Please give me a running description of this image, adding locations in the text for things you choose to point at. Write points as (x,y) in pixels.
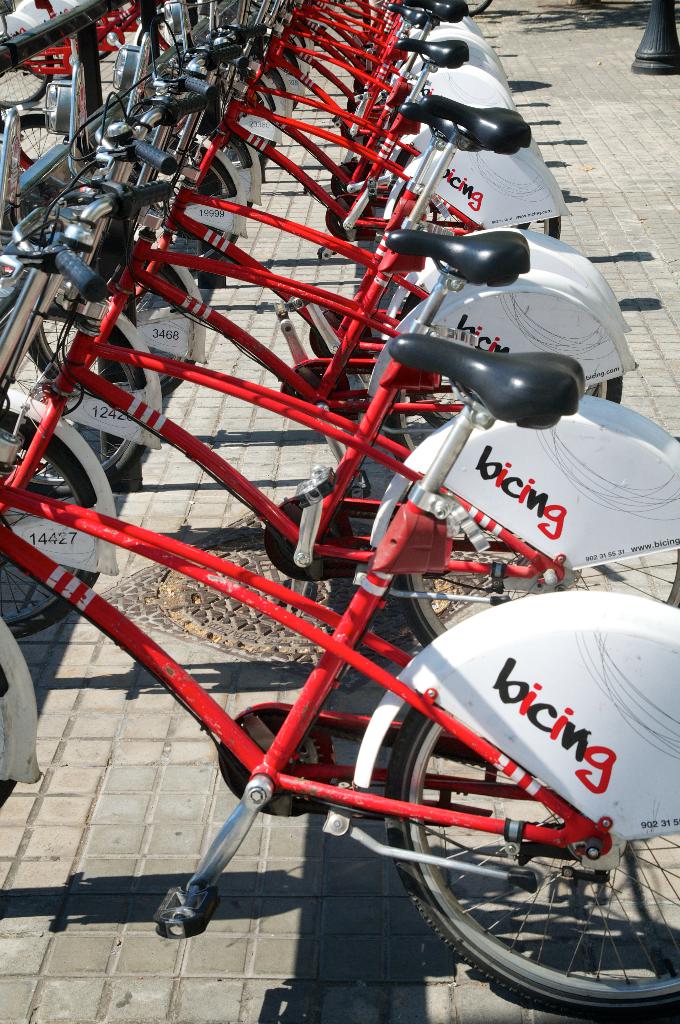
In this picture, we can see a few bicycles (431,645), and the ground (658,176), we can see some black color object (679,69) in the top right corner of the picture (675,6).
